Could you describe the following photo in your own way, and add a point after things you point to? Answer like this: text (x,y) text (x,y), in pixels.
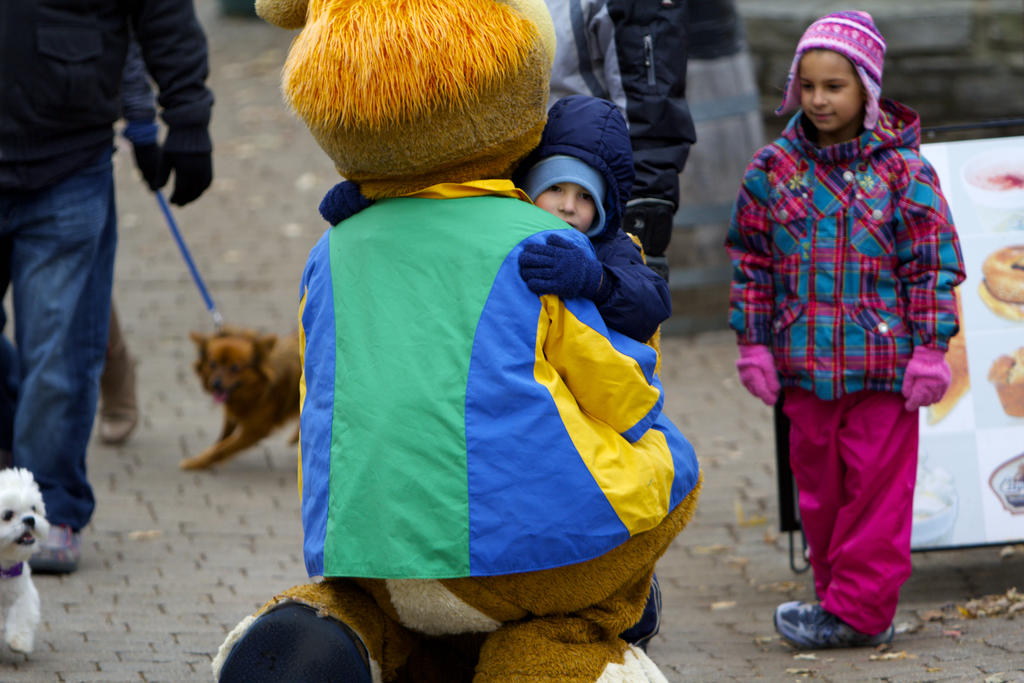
In this image, we can see few people (575,93) and kids (954,293) on the path (931,630). Here we can see two dogs (7,595), banner (992,333) and few objects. Here a kid (582,208) is hugging a person (492,301) wearing costume (474,419).
